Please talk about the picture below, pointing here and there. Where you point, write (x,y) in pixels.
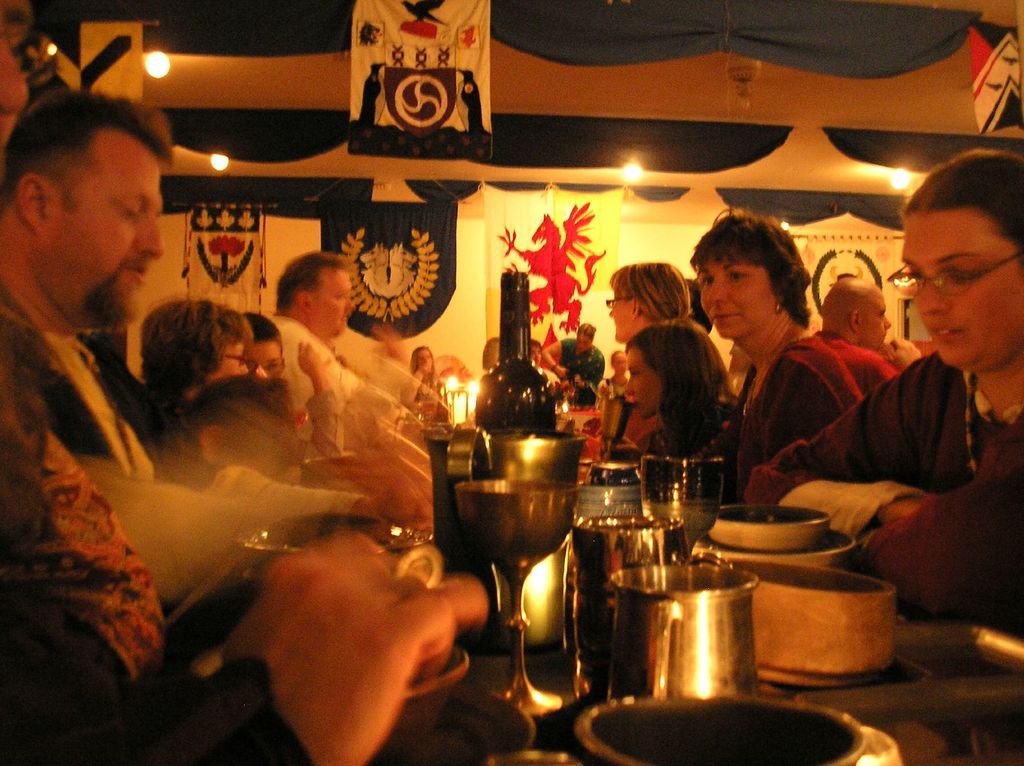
In this picture there is a inside view of the hall (462,664). In the front (462,664) there are some men (402,593) and women (630,422) sitting at the table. Behind there is a white banner (492,230) with a printed dragon (532,257). On the top (221,153) we can see some lights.
